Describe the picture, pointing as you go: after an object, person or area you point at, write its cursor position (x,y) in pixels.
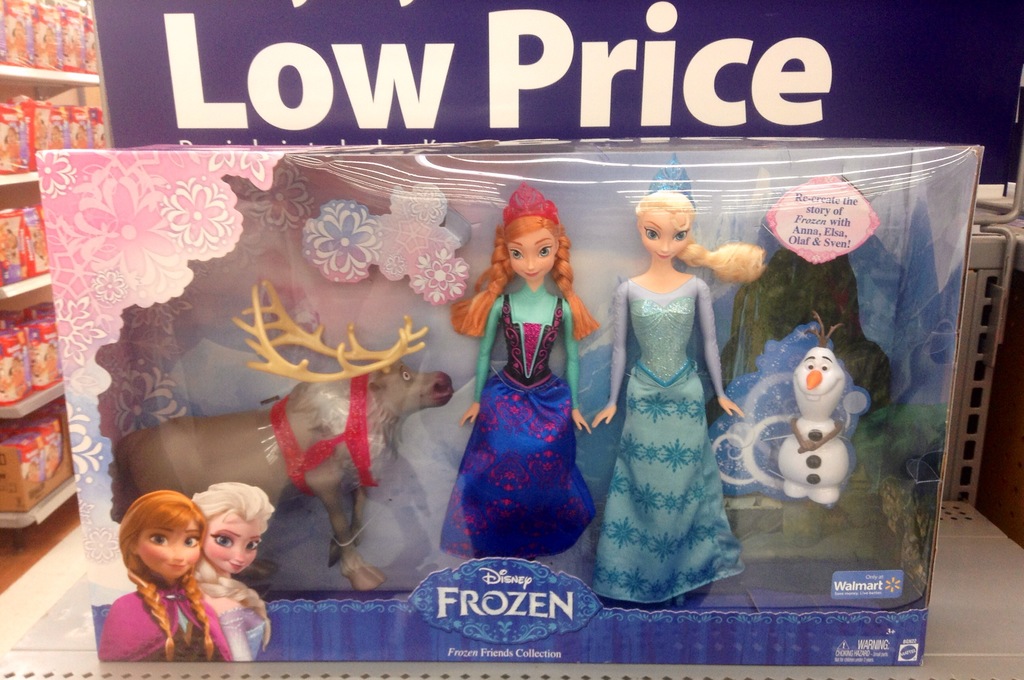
There are toys (558,484) present in a box (746,203) as we can see at the bottom of this image (325,481). There is a text board (432,97) at the top of this image (364,83). We can see objects (21,470) on the shelves (54,405) which is on the left side of this image (39,400).
